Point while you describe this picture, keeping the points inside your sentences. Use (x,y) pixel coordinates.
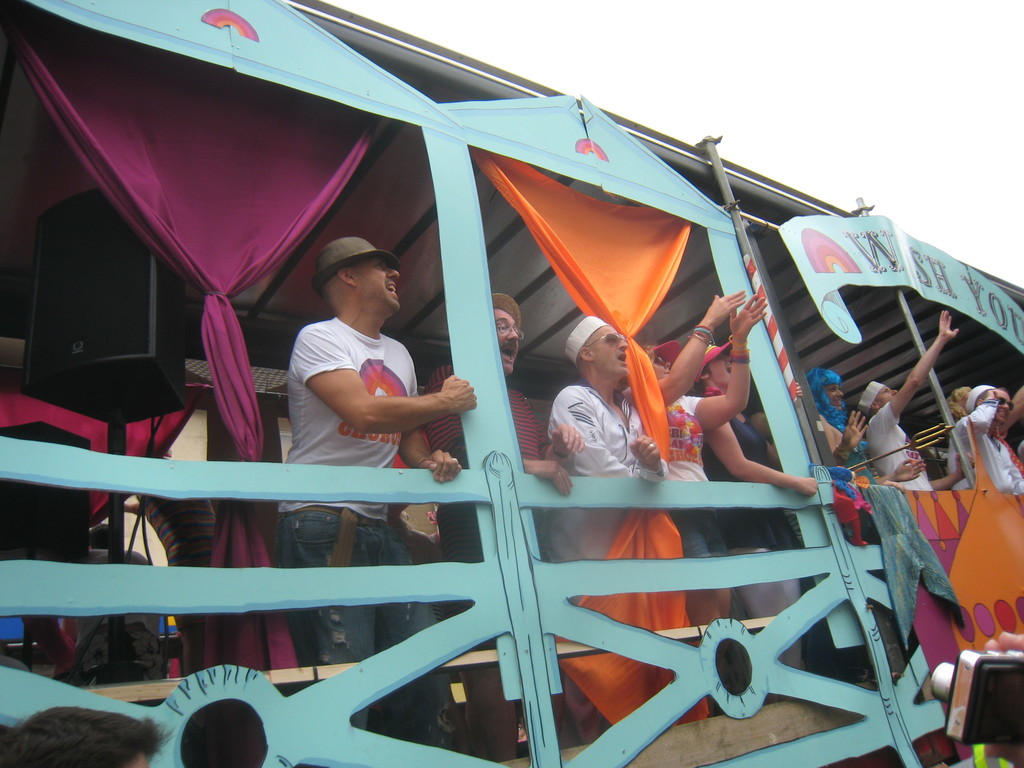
In the image there is a fencing (502,557). Behind the fencing (633,718) there are many people (318,417) standing. And also there is a speaker (114,299). There are colorful clothes (183,177). At the top of the image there is sky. And in the background (377,169) there are many things (381,183). In the bottom right corner of the image (956,667) there is a camera (972,716).
